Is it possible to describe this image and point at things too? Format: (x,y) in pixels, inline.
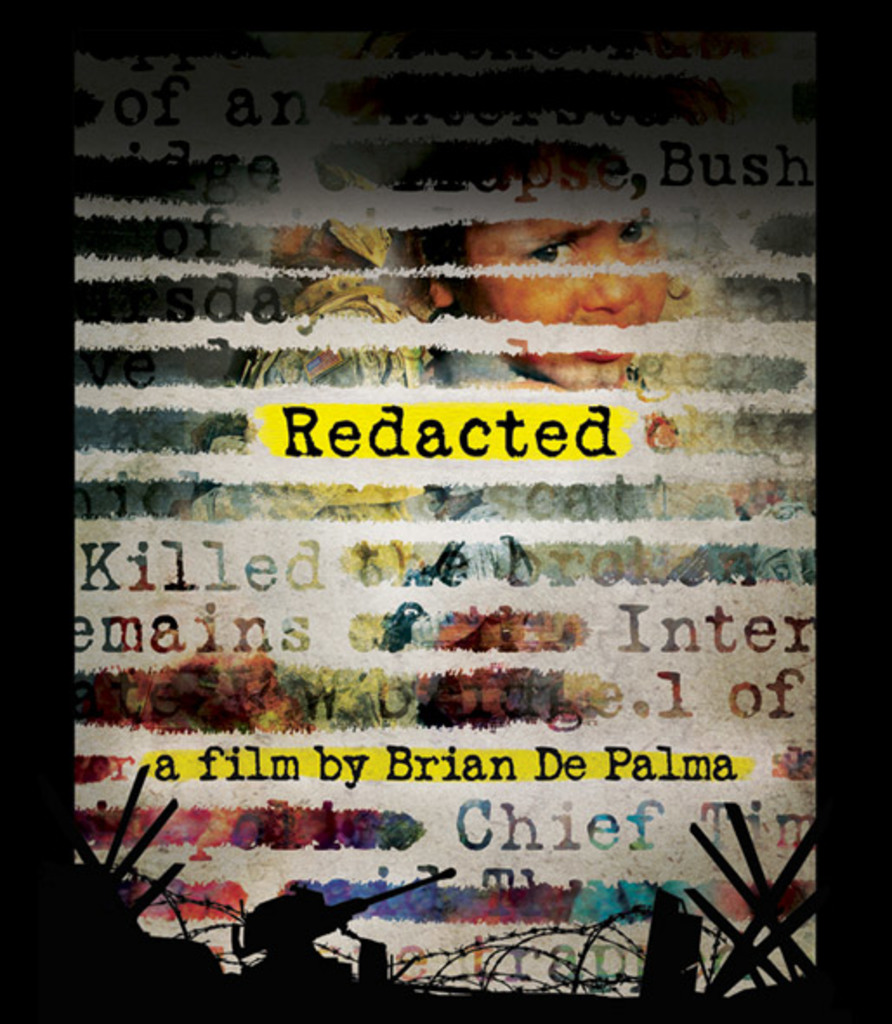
In this picture we can see some text (567,755) and images (361,253) of a few people (561,368). There are a few rods (103,868), wire fence (700,967) and some objects (91,911) are visible at the bottom of the picture (85,921).
